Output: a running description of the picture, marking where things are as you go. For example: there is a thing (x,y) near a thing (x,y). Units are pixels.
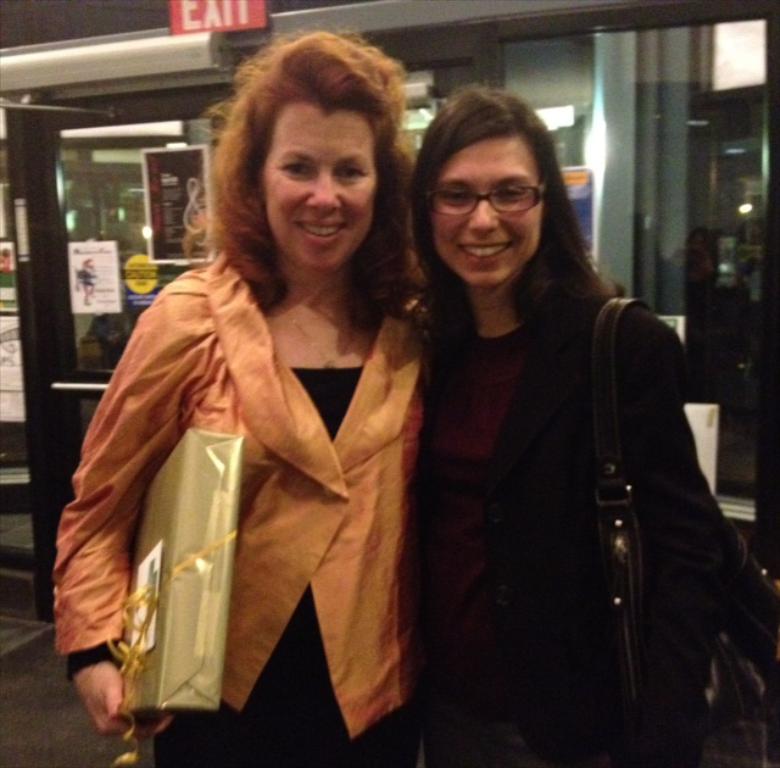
In this image, we can see two women (567,554) standing and they are smiling, in the background (141,45) there is a shop (698,64) and there is a red color EXIT sign board (199,31) at the top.
